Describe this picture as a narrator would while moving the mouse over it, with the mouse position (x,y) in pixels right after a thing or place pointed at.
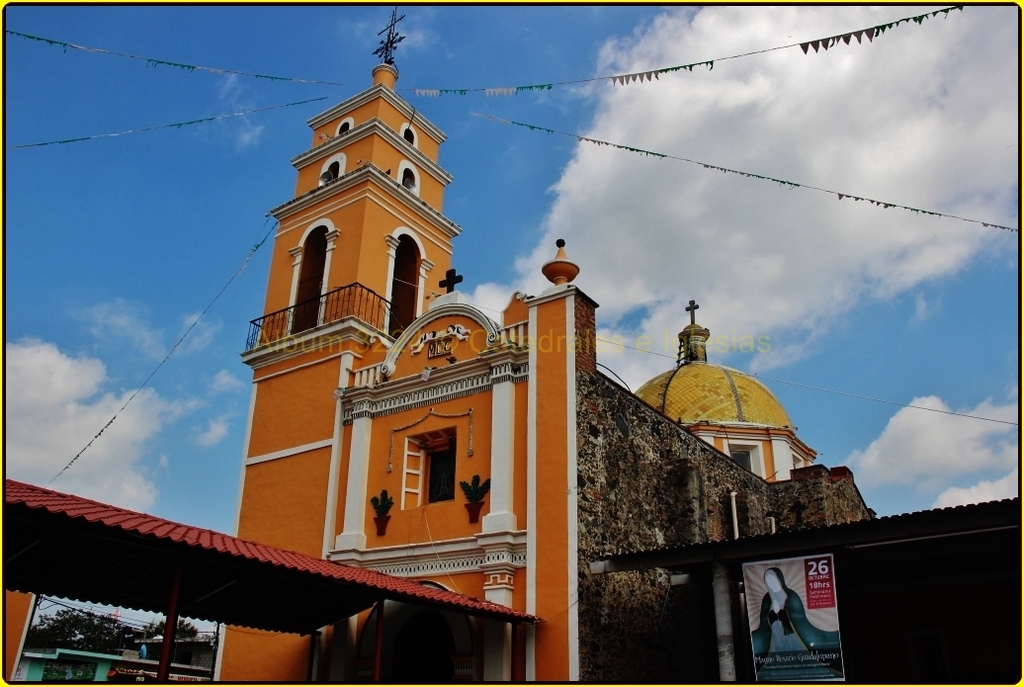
In this picture we can see buildings (254,663) with windows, banner (797,593), trees (56,622), open roof top (54,533), flags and in the background (523,227) we can see the sky (655,257) with clouds (655,257).
